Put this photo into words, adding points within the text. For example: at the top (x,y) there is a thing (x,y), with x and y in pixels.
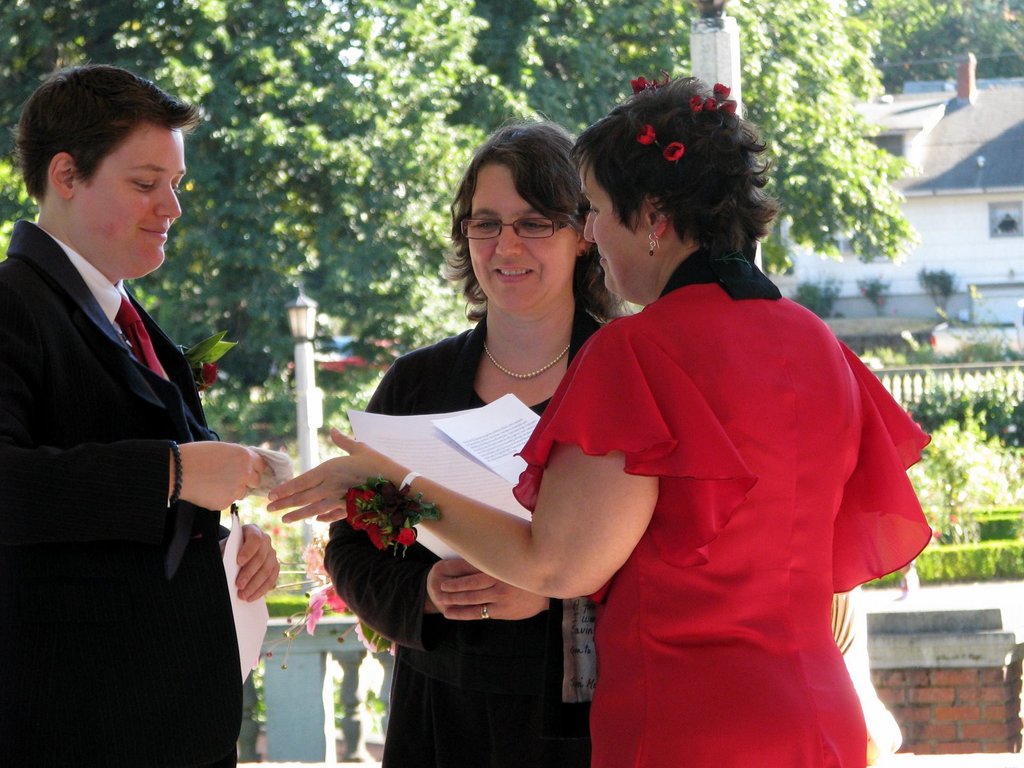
This picture shows couple of women (675,357) and a man (106,99) standing holding papers (508,494) in their hands (276,563) and we see a smile on their faces (623,255) and we see a building (1019,257) and trees (137,38).
